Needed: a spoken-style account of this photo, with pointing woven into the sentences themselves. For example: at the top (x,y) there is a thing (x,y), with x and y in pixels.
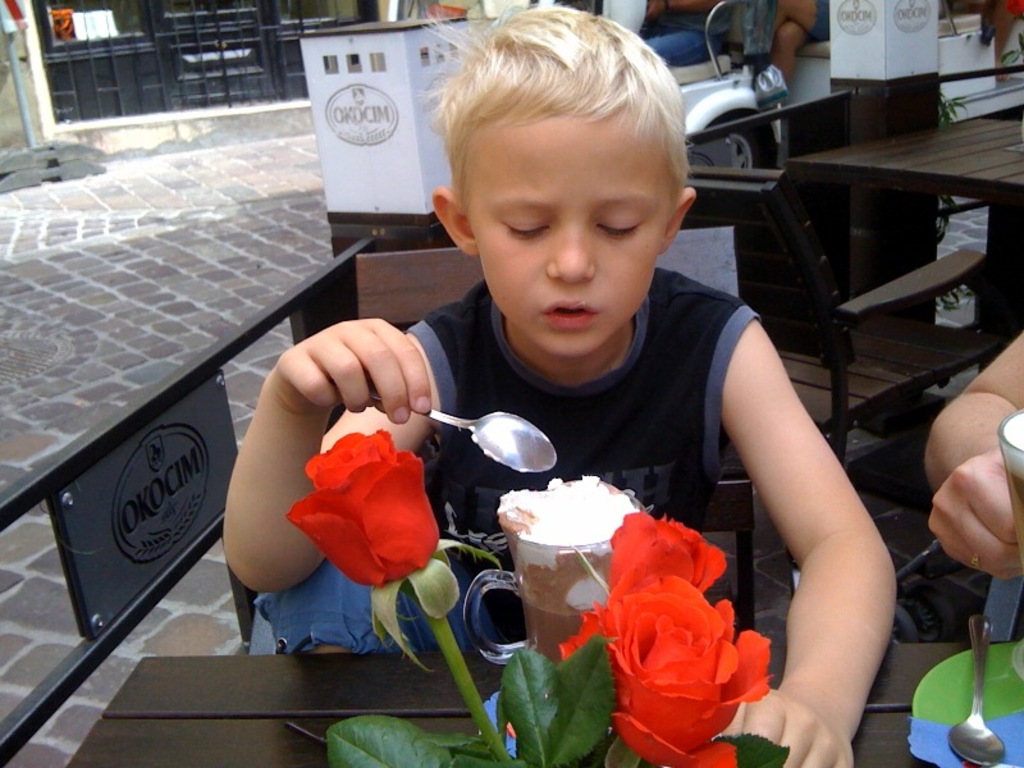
In the foreground of this picture (340,674) we can see a wooden table (237,681) on the top of which red roses (720,623), green leaves (602,730), some food items (572,592) and some other items (935,729) and glasses (474,611) and we can see a kid (516,337) wearing black color t-shirt (558,393), holding a spoon (511,436) and sitting on the chair (436,288). On the right corner (987,386) we can see the hand (982,421) of a person (979,476). In the background (931,144) we can see the table (941,156), chairs (977,268), vehicle (707,43), door (224,17) of the building (146,51), metal rods (32,143) and some other objects (20,150) and the pavement (226,249).
